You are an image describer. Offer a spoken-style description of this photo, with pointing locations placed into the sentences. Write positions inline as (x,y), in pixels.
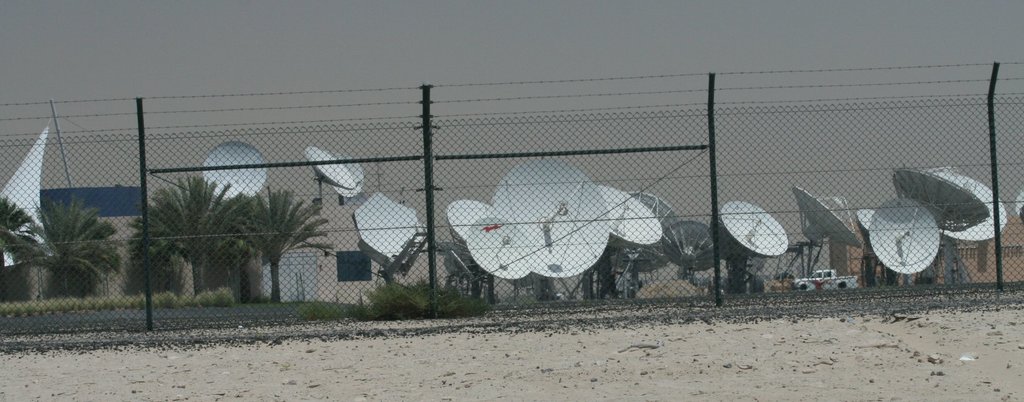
At the bottom of the image (500,361) I can see the ground (547,374). In the background (455,210) there is a net (378,211). At the back (221,224) there are some Antennas (523,217), trees (305,230) and building (121,206). On the top of the image (298,40) I can see the sky (158,40).
